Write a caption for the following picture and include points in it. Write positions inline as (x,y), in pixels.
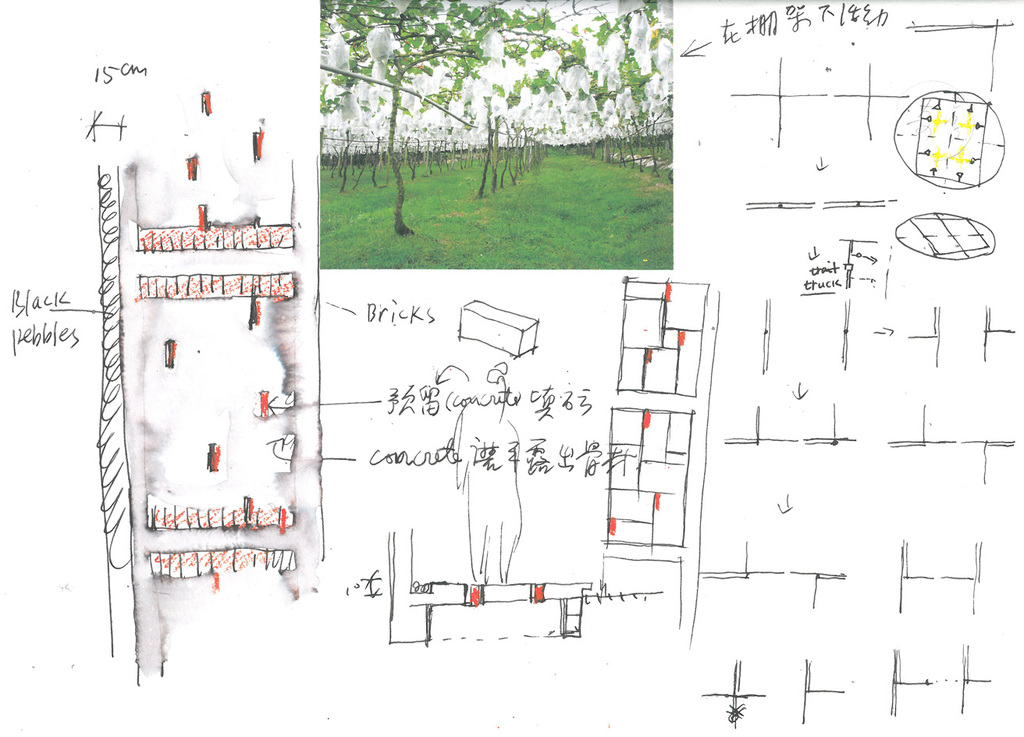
As we can see in the image there is grass (443,248), trees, sky (593,19) and some matter (517,400) written.
